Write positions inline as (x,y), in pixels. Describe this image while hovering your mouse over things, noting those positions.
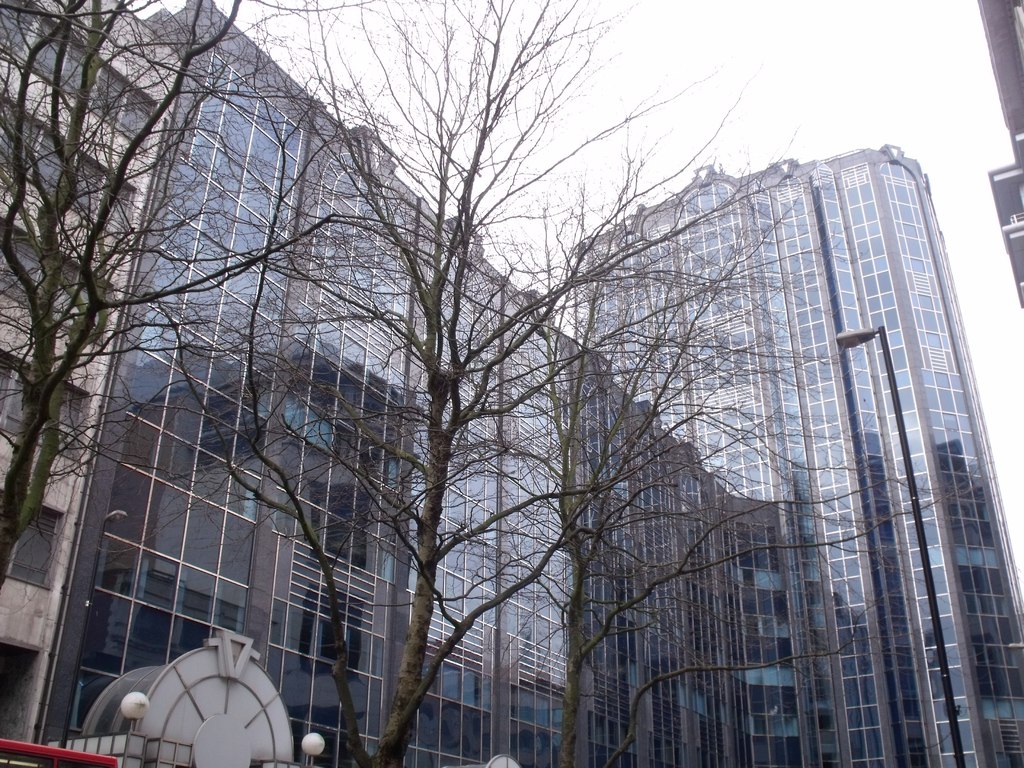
In this image I can see few dried trees (470,221), at the back (874,449) I can see buildings (237,605) and at the top (716,78) the sky (711,68) is in white color.
